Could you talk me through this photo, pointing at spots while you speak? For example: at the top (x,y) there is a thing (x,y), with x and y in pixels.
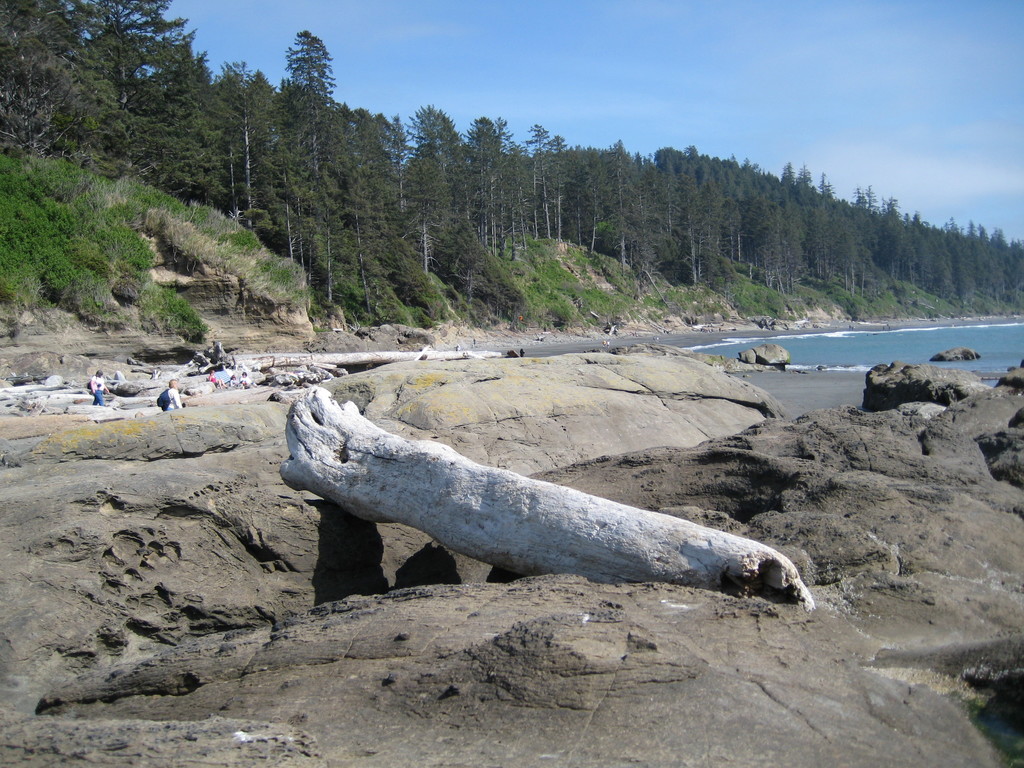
This is an outside view. At the bottom (805,520) there are many rocks (473,421) and also I can see a trunk (451,499). On the right side (891,337) there is an ocean (843,340). On the left side (90,385) there are few people (215,380). In the background (370,170) there are many trees (572,195). At the top of the image (643,86) I can see the sky (657,60).
